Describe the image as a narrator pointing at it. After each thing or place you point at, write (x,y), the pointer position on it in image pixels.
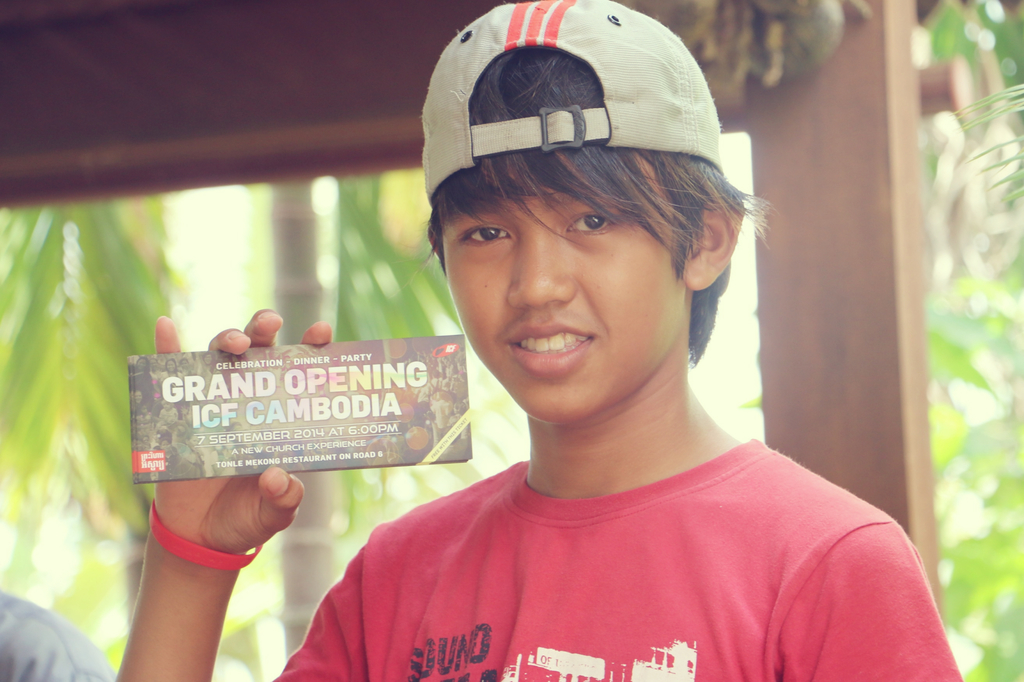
In this image I can see a person (691,512) wearing red colored t shirt (752,601) and cream colored cap (675,82) is holding an object (379,363) in his hand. I can see the blurry background (298,318) in which I can see few trees (1011,308) and few other objects (779,289).
